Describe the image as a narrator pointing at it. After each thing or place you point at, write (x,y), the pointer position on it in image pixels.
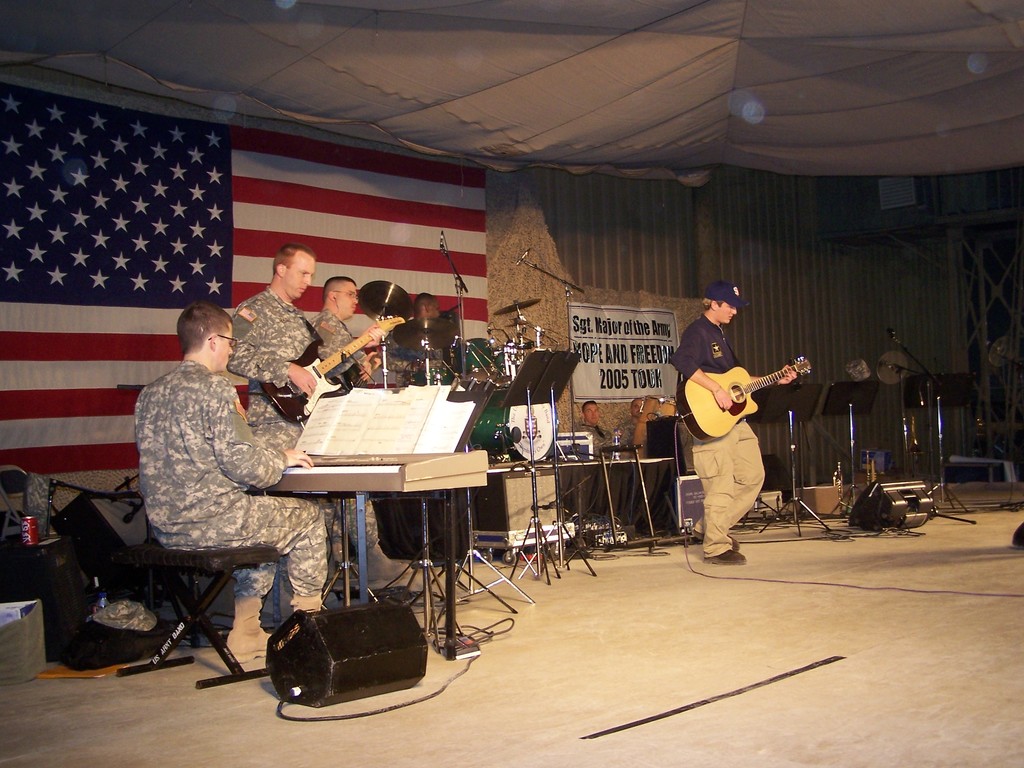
In the image we can see there are, military people (284,367) are using musical instruments (354,459) this is a microphone (463,289). Back of them there is a flag (99,216) of america country.
